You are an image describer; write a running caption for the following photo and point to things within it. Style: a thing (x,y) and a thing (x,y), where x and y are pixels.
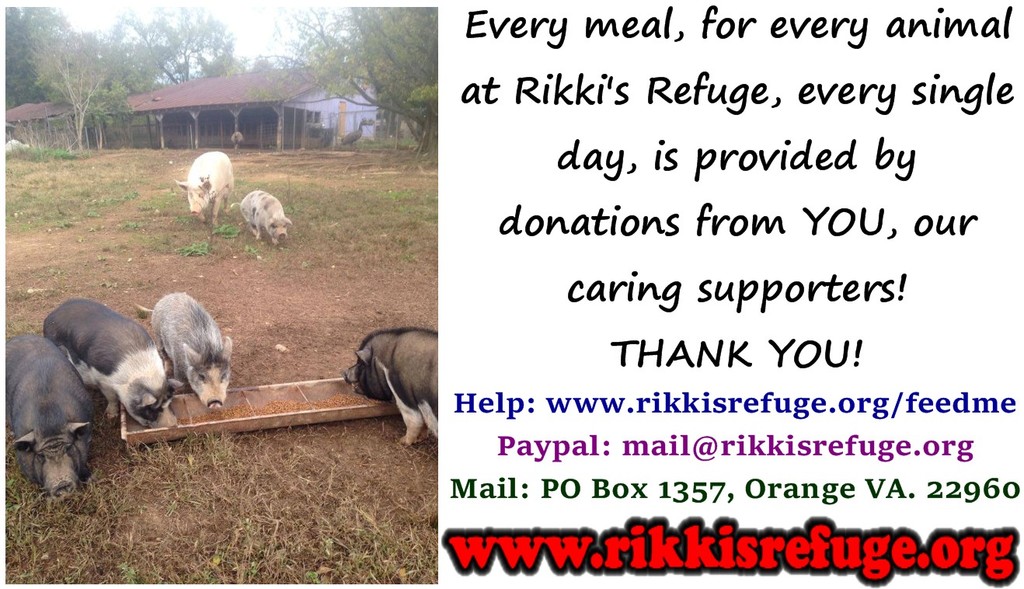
In this picture we can see pigs (108,379), sheds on the ground (259,305) and we can see trees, sky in the background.
